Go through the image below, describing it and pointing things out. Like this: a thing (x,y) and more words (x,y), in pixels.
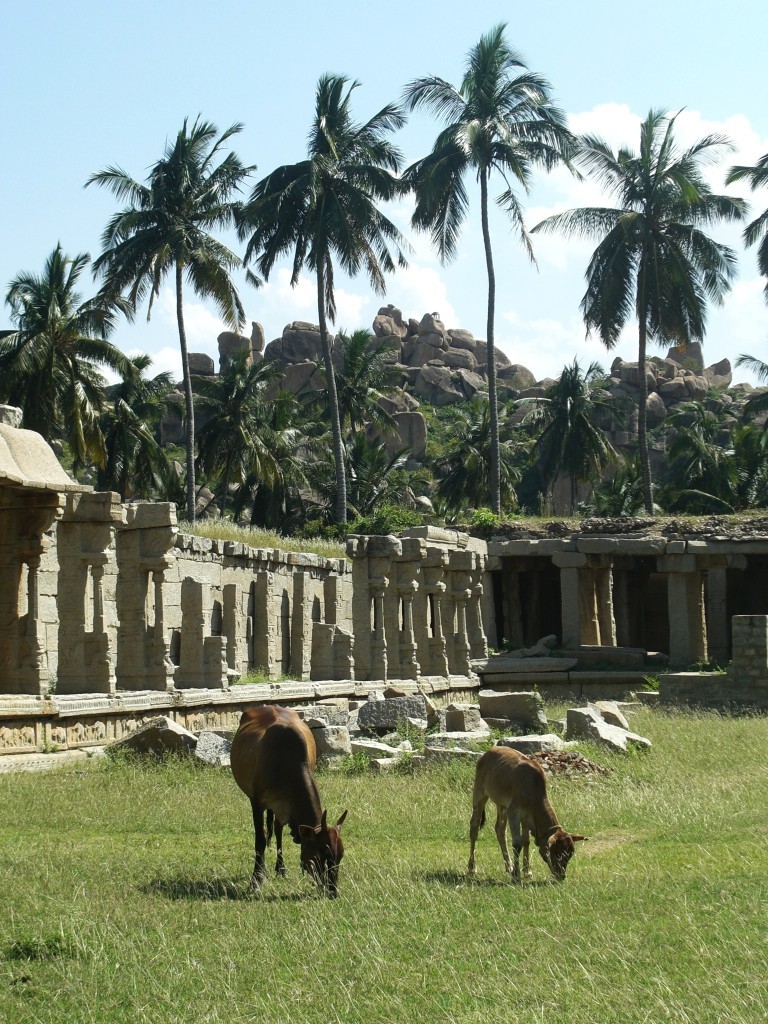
In this image we can see two cows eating grass (402,875). we can also see some stones (460,729) and a monument (422,667). On the backside (428,437) we can see the mountain (409,423), trees (480,424) and the sky (161,350) which looks cloudy.
